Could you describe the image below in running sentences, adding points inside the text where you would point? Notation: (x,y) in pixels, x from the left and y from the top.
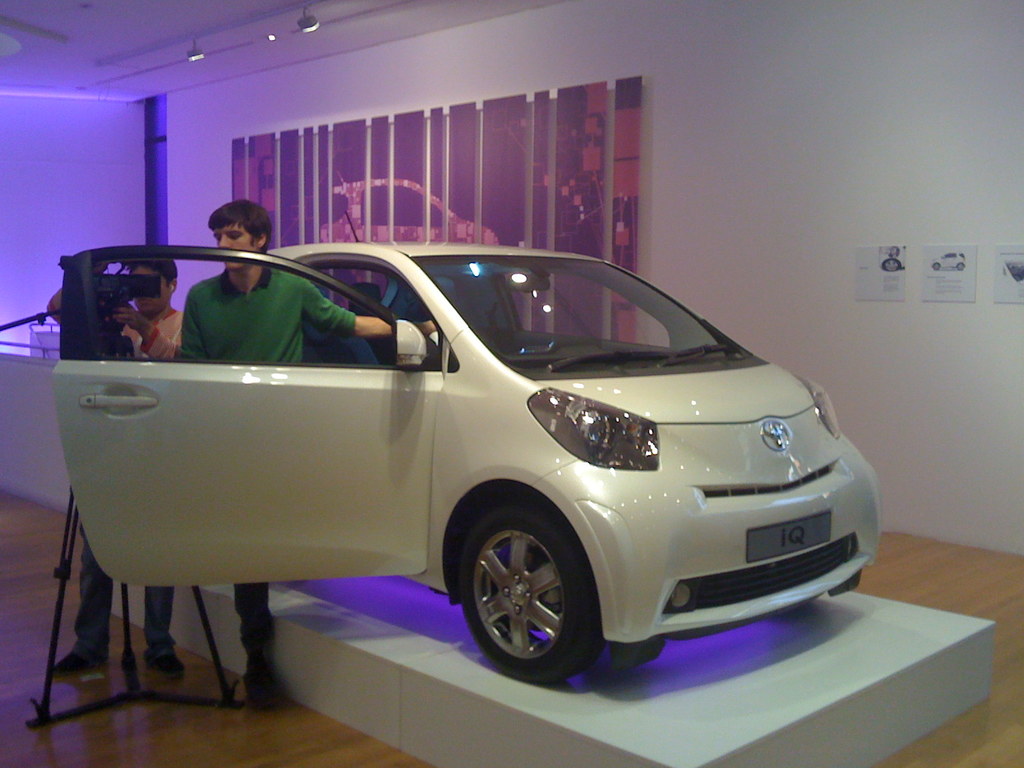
There are two men (226,334) standing and we can see camera (117,286) with stand (116,336), in front of these men (242,350) we can see car (152,374) on the surface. Background (857,359) we can see posts (272,171) on a wall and lights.
